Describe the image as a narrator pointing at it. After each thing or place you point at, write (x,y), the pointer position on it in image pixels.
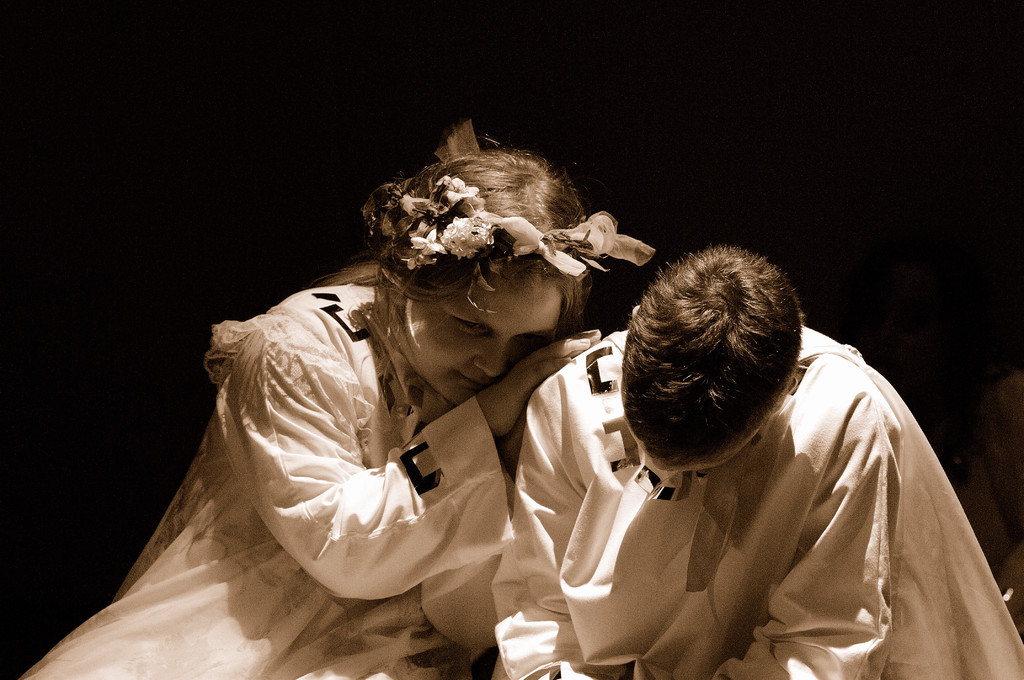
There are two persons (475,498). Person (244,413) on the left (268,408) is wearing a tiara (516,231). In the background (288,166) it is dark.
